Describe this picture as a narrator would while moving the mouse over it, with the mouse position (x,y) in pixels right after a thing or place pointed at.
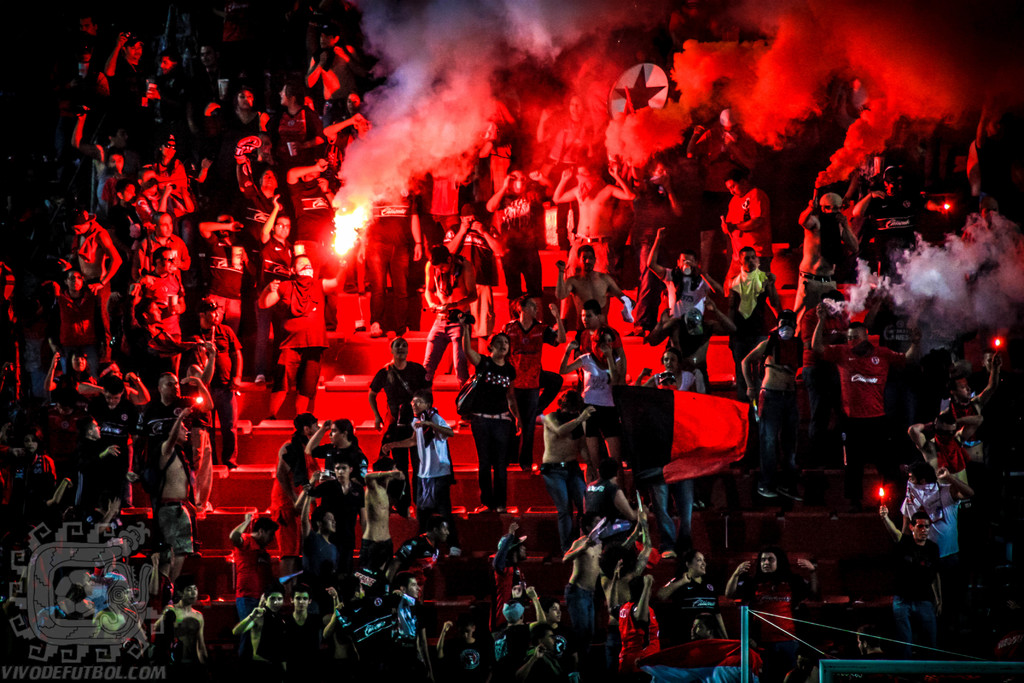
In this picture, we see many people (580,570) are standing on the staircase (463,450). I think they are enjoying the party. In the background (400,163), we see the smoke (834,65). This picture might be clicked in the dark.
